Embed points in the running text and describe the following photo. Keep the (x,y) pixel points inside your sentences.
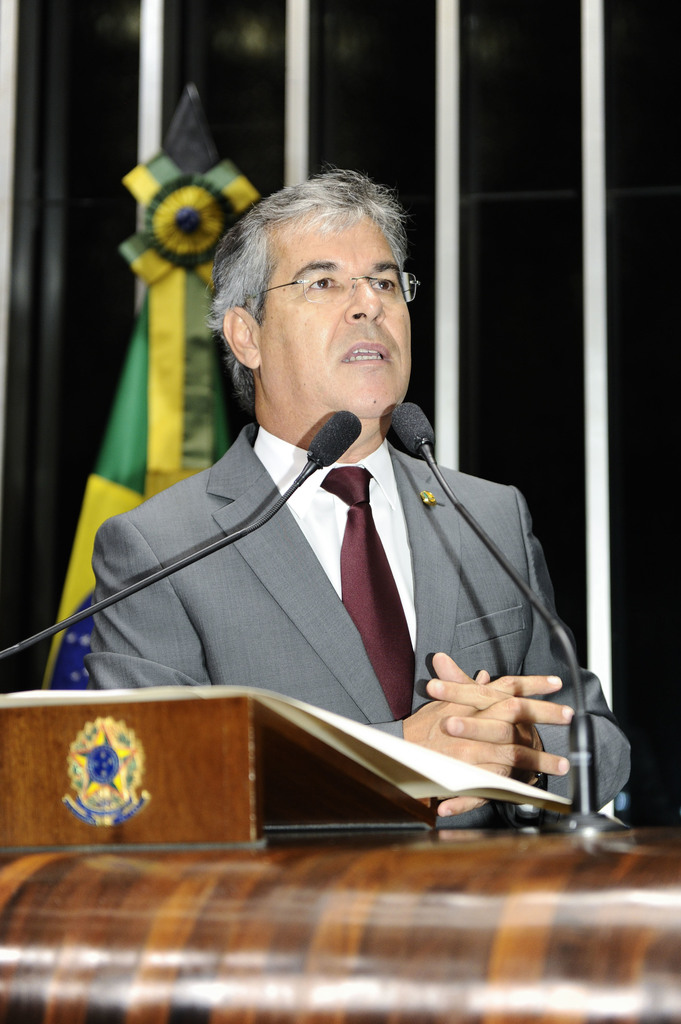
In this image we can see a man (330,634) standing near a speaker stand (320,792) containing some papers (461,790) and mics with stand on it. On the backside (124,454) we can see the flag (121,383).
